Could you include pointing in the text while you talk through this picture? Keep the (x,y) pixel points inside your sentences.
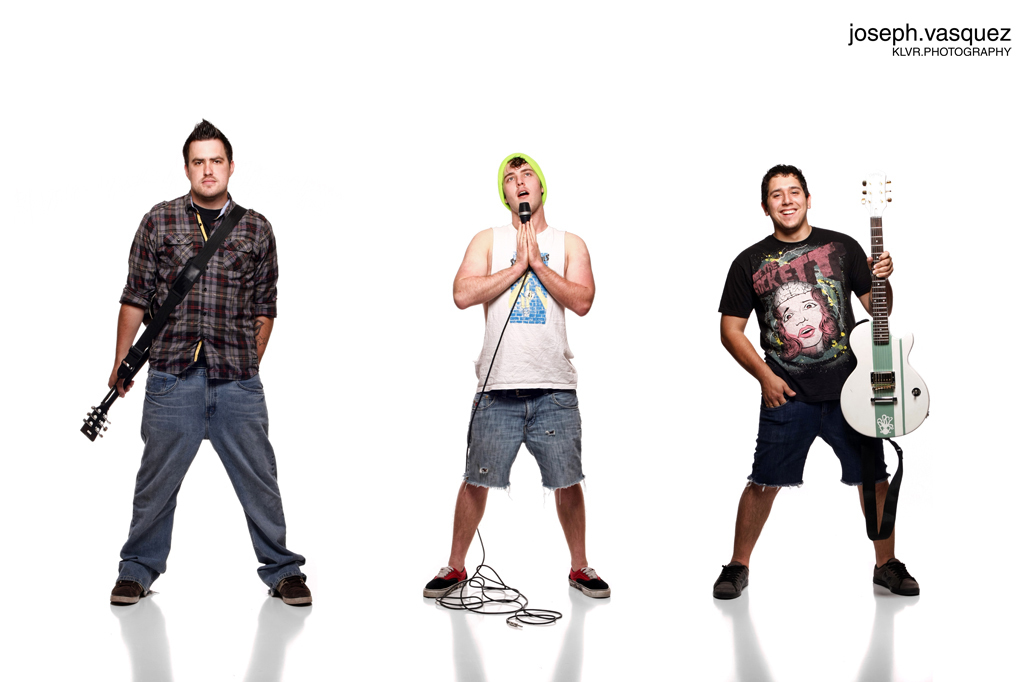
In this image there are three persons (242,293) at the left side of the image (283,548) and right side of the image (790,482) there are two persons (776,278) who are holding guitar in their hands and at the middle of the image (458,292) there is a person (518,345) holding microphone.
